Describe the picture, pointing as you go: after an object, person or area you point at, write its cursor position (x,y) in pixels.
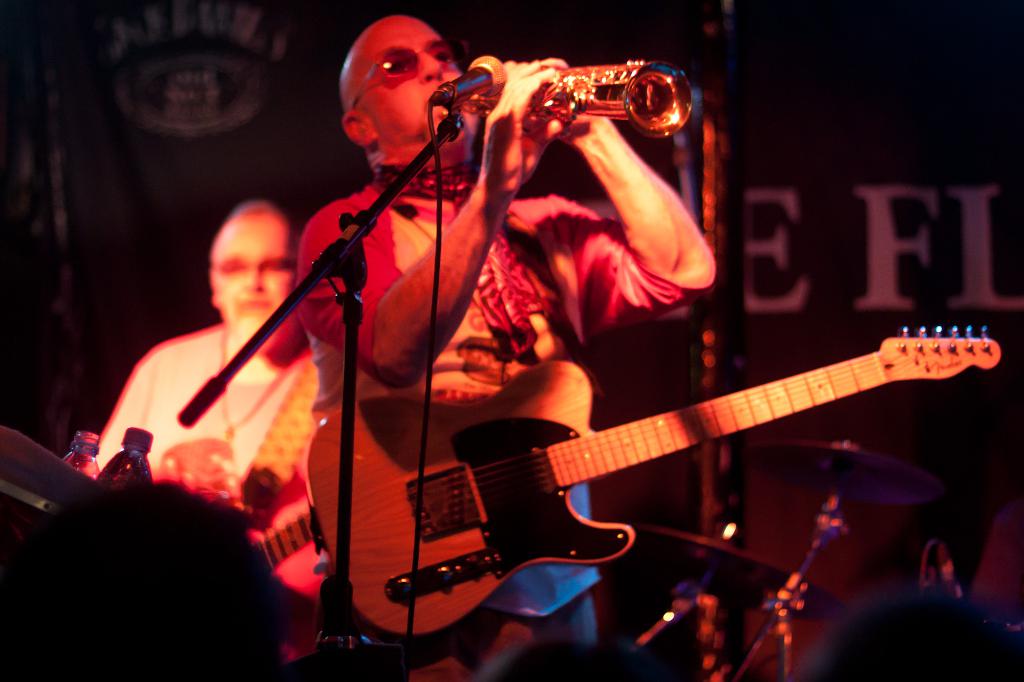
In this image, In the middle (569,244) there is a, man (570,208) standing and he is carrying a music instrument (531,435) which is in yellow color, He is holding a music instrument (577,98), There is a microphone (471,90) which is in black color, In the background (212,447) there is a person (165,388) sitting and there are some bottles (125,452) kept on the table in the left side (106,472).
